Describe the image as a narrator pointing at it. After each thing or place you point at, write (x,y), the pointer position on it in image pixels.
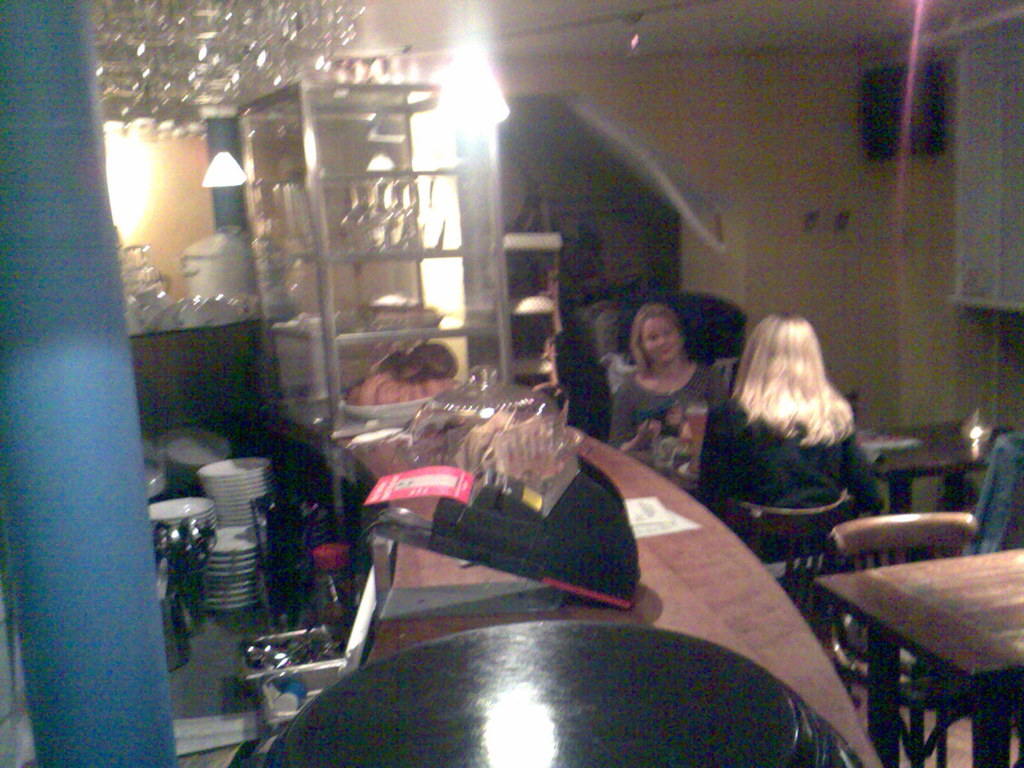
In this picture we can see a paper (643,514) and some other objects (577,535) on the table (647,579), and few women (692,383) are seated on the chair (737,514), in the background (235,535) we can see couple of plates (252,528) and lights (125,178).
